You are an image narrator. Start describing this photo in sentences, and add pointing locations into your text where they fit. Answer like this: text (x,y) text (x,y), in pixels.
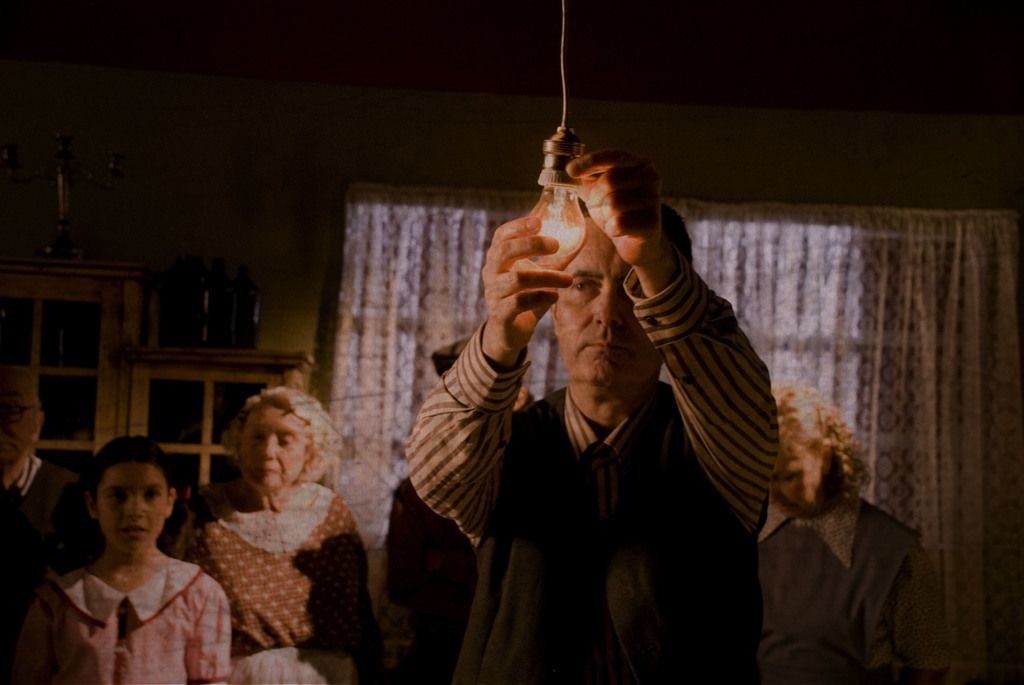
In the image there is a man (578,475) standing and holding a bulb (547,189) in the hand (593,167). And also there is a wire (567,41) to the bulb (561,237). Behind him there are few people (38,565) standing. Behind them there is a cupboard (122,394) with bottles (219,279) and a candles stand (62,172). In the background (185,238) there is a wall (200,252) with window (378,251) and curtain (821,332).
